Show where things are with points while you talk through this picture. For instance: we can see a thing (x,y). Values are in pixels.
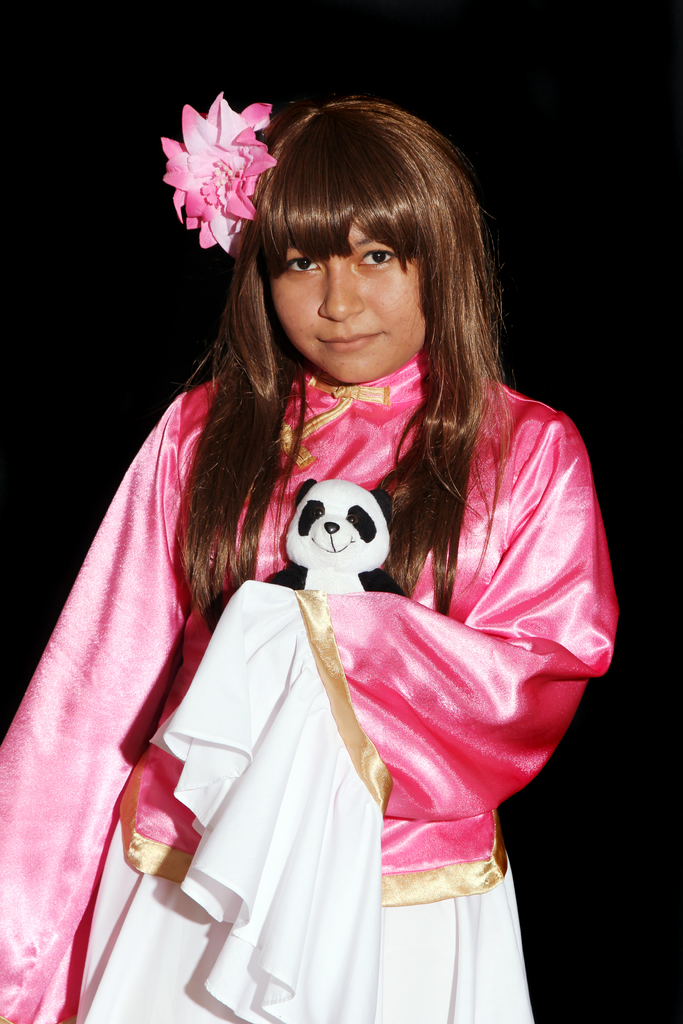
In this image we can see a lady (377,381). A lady (346,598) is holding a toy (343,574). There is a flower (246,160) in the image.
